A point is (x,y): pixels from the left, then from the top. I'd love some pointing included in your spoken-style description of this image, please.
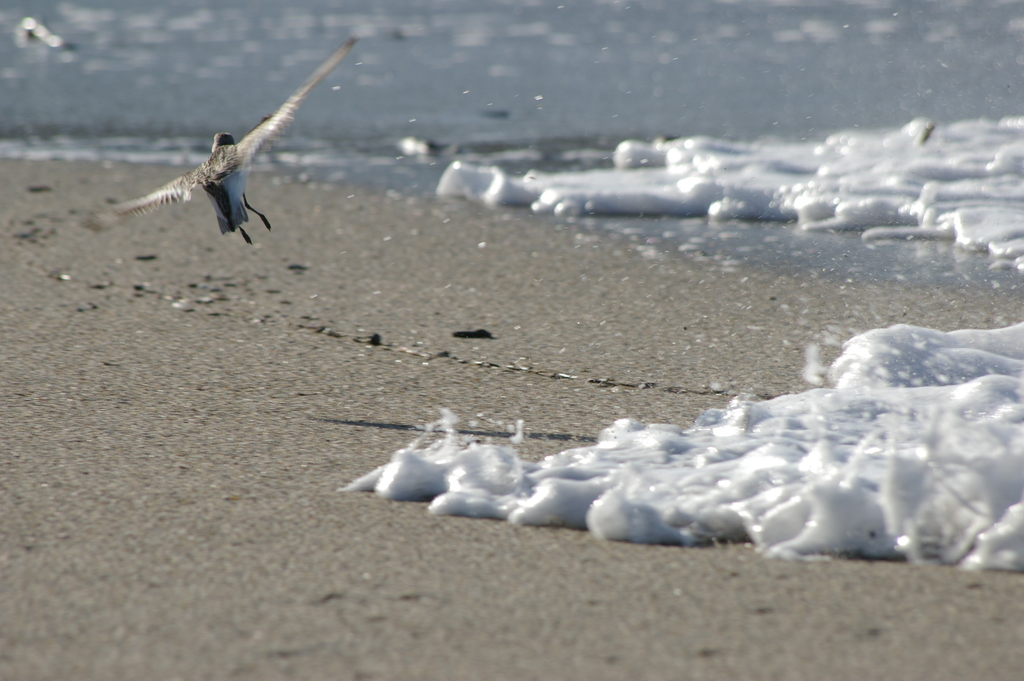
This image is taken outdoors. On the right side of the image (789,157) there is a sea (651,57) with waves (1017,178). At the bottom of the image (262,585) there is a ground (248,369). On the left side of the image (245,208) a bird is flying.
